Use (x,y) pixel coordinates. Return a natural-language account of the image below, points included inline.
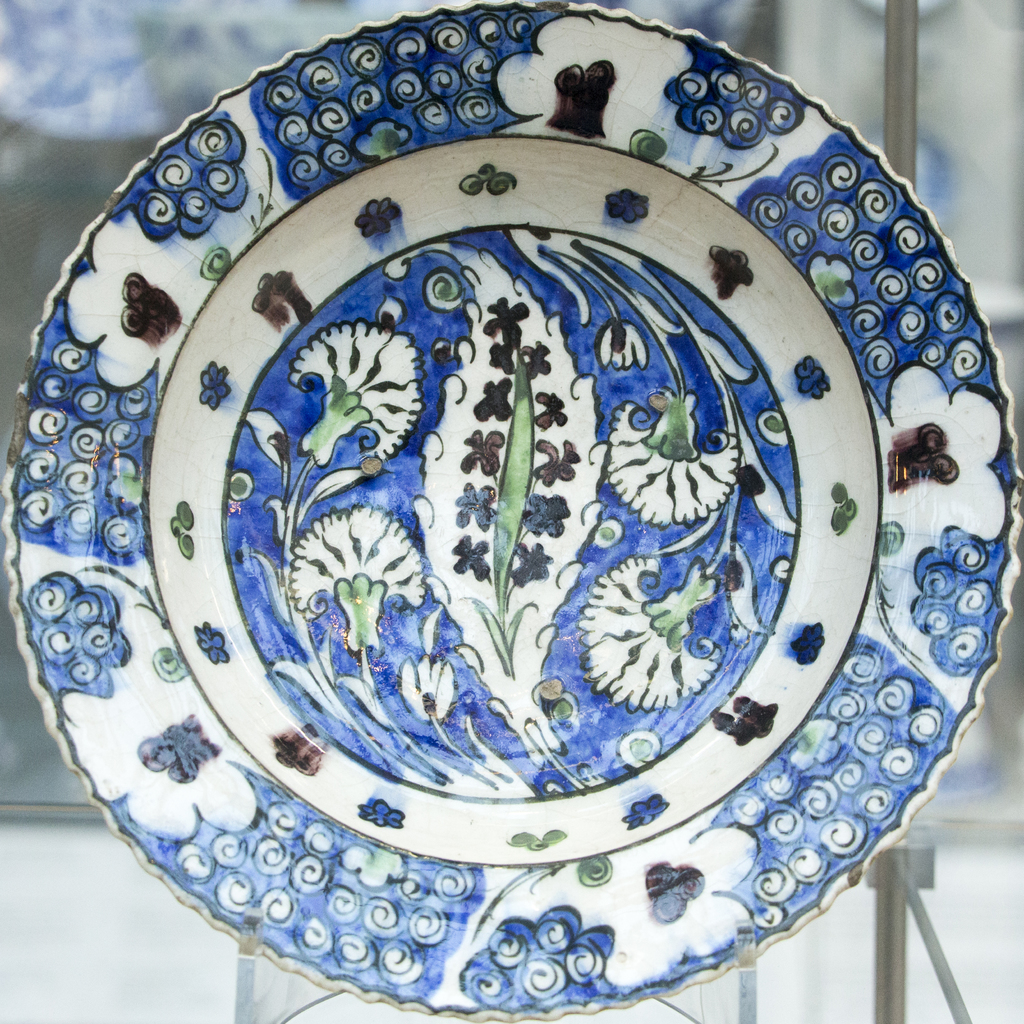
This picture shows a plate (372,187) on the glass table (126,1009) and we see a design (481,516) on the plate (687,501).
